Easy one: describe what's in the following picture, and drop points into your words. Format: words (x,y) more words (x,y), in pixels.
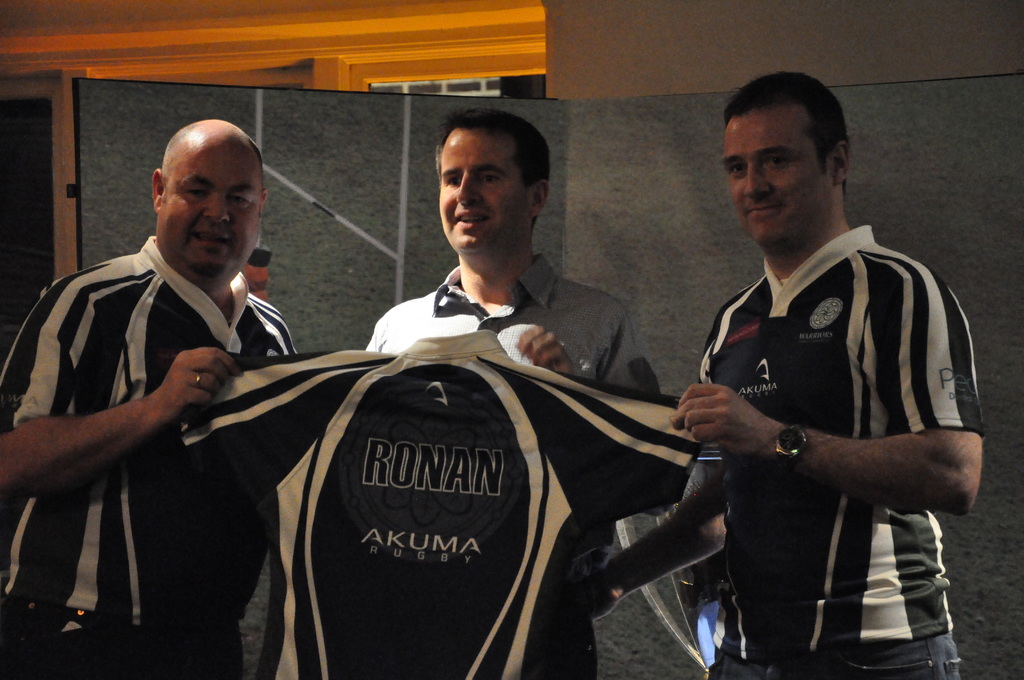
In this image there are three man (742,317) holding a T-shirt (450,514), in the background (951,87) there is a wall (991,362).
